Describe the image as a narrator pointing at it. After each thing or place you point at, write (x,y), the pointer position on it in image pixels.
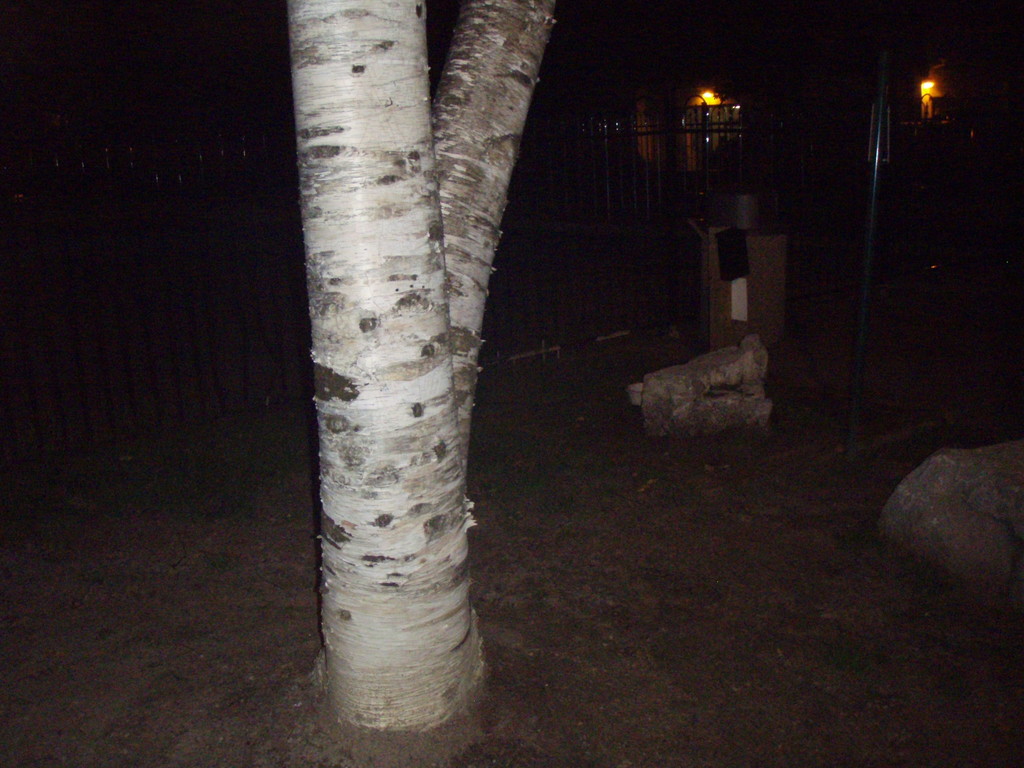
In this image I can see a branch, rocks (908,500), pole (885,69) and a fencing (663,131). Background (210,64) is black in color.
